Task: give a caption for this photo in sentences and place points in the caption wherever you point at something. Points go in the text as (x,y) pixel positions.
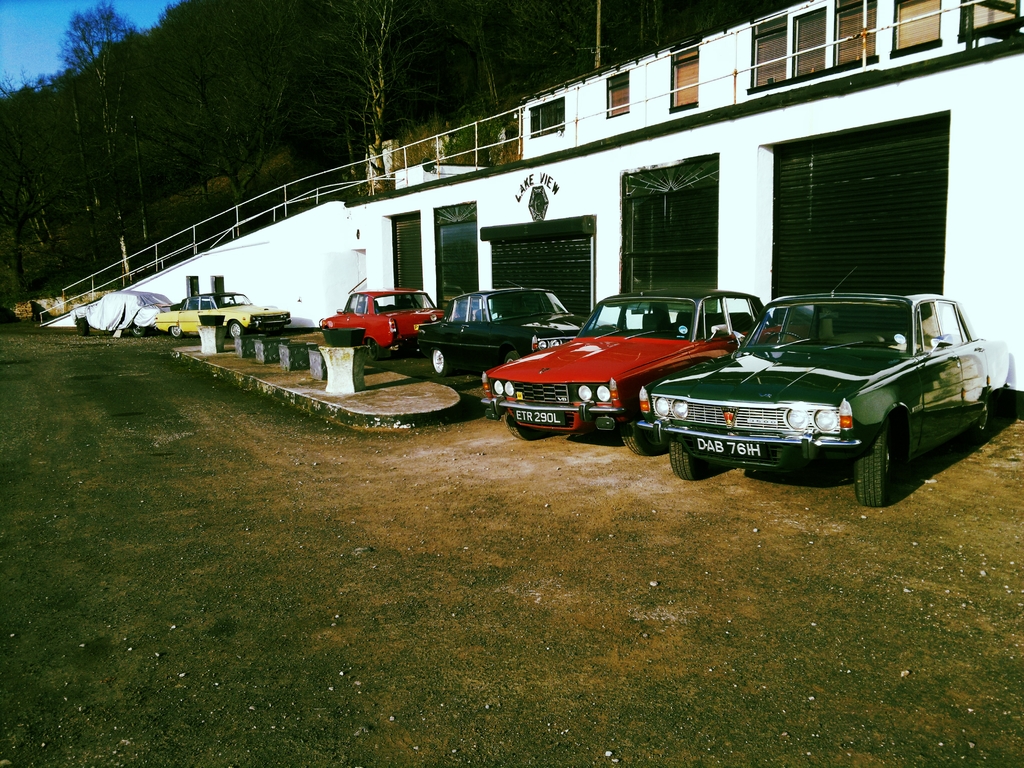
In this image I can see few vehicles (685,455), houses (710,87), windows (752,45), few trees (151,97), shutters (842,253) and railing (722,75). The sky (49,56) is in blue color.
